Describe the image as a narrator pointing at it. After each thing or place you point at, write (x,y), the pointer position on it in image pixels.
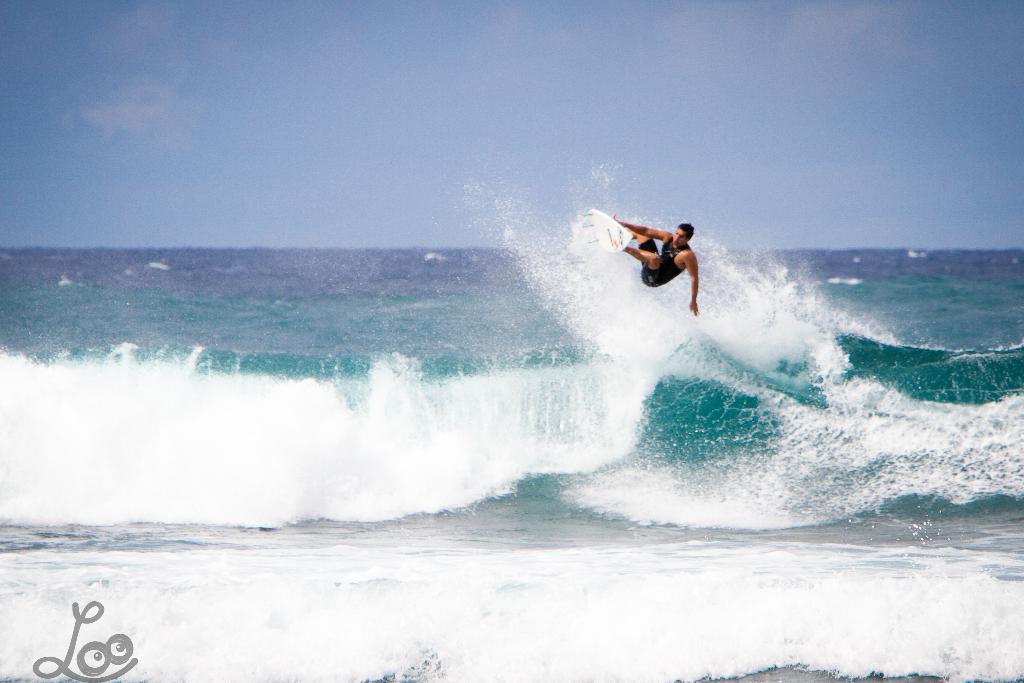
In the picture i can see a person (666,266) wearing black color dress (652,269) doing surfing on waves (628,470) and the surfing board (613,239) is of white color and in the background of the picture (364,285) there is water (207,269), there is clear sky (381,88).
